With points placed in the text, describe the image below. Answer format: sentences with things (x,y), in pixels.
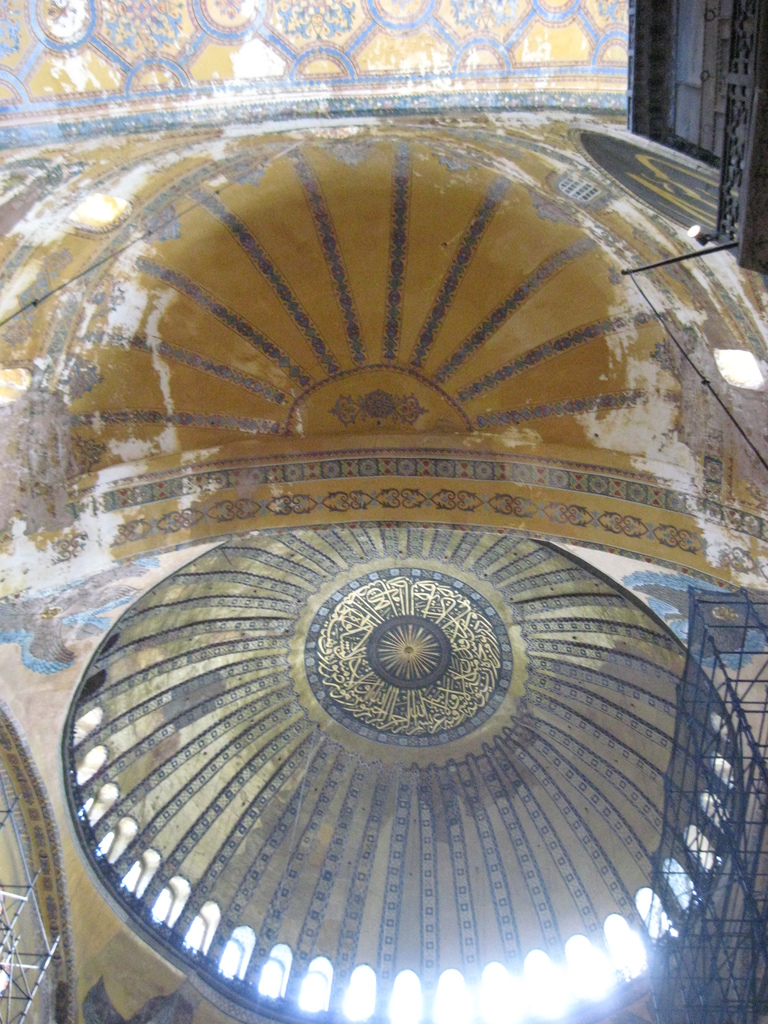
The image is taken in the hall (547,583). At the top (404,287) there is roof (591,546) and we can see railings (711,900).
